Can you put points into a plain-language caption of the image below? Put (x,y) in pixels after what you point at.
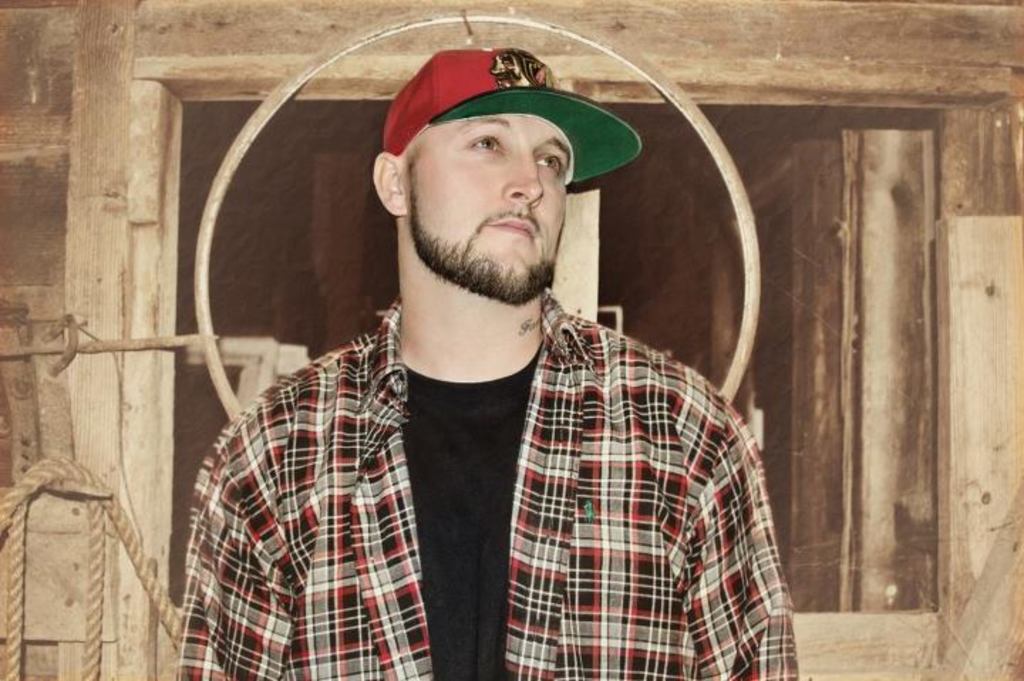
In the foreground of this image (494,383), there is a man (467,441) standing and in the background (215,421), there is a wooden wall (117,74), thread (86,488) and a window (237,195) like an object (250,161).
